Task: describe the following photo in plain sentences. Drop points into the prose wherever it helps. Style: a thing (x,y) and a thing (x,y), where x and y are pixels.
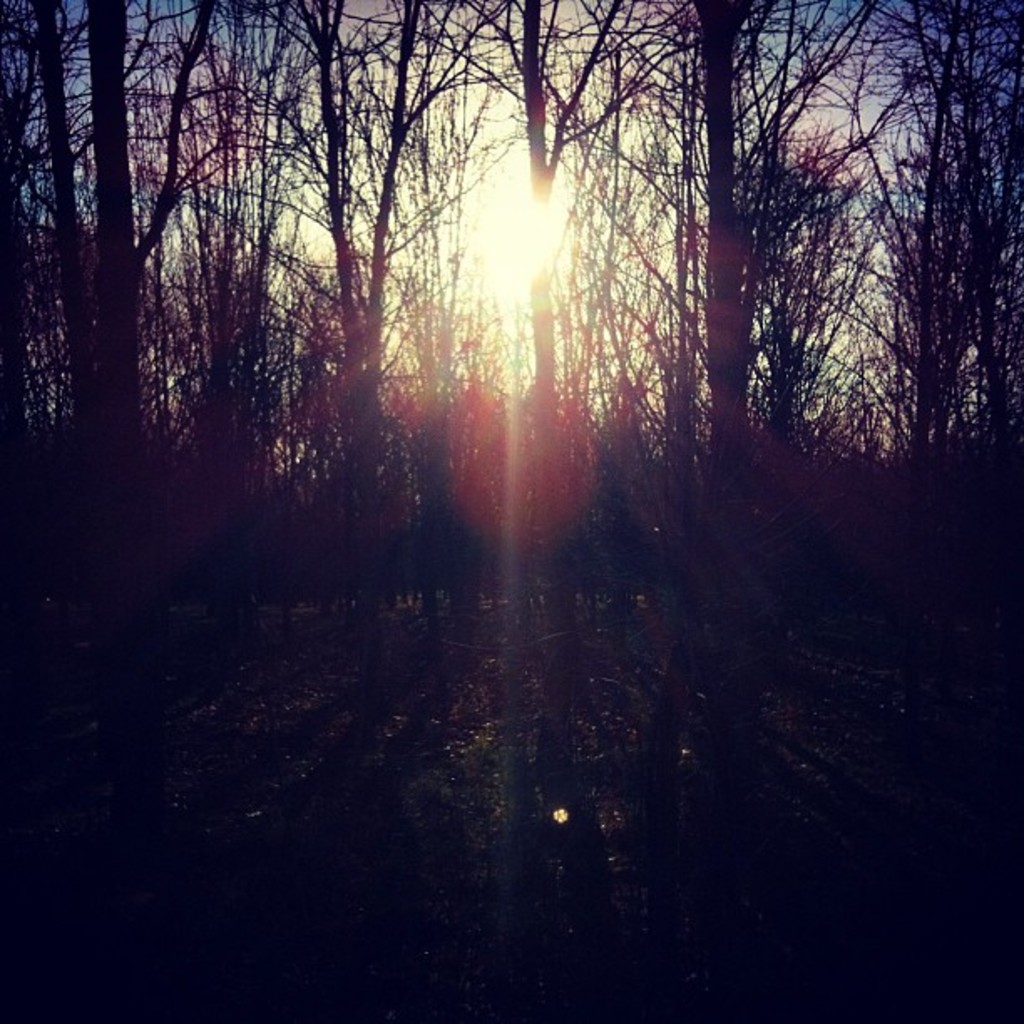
In this image we can see trees (432,417). In the background (369,173) there is a sky (411,143).
